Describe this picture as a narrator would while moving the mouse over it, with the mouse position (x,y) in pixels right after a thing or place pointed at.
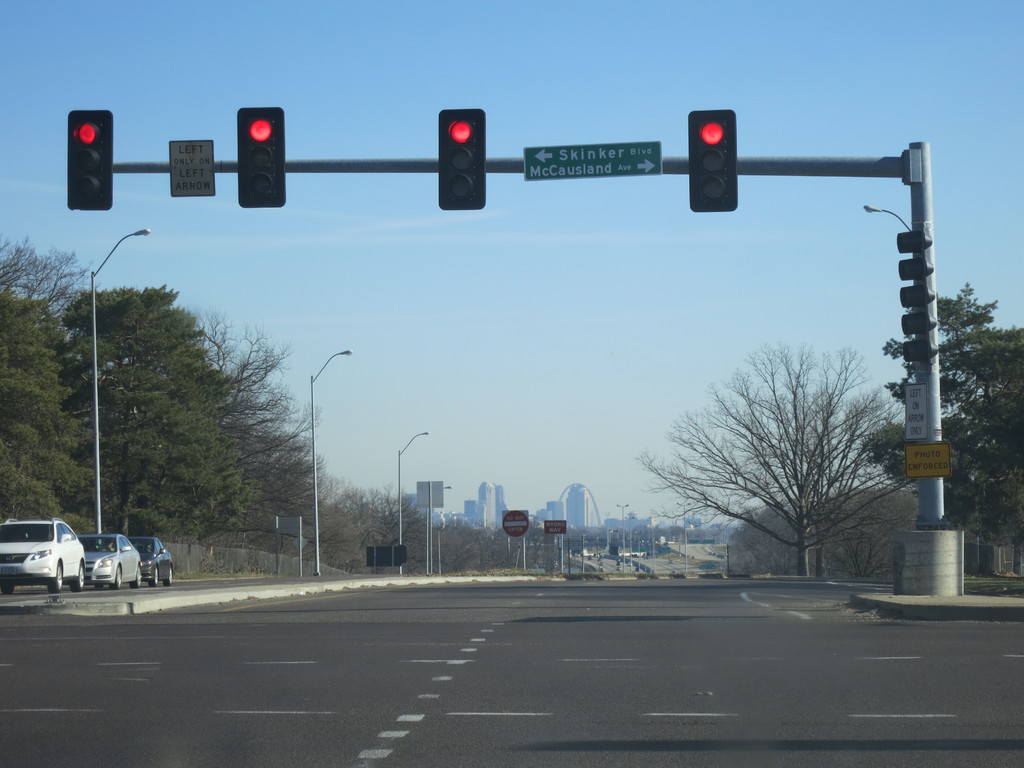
In the image there is a road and beside the road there are traffic signals (715,159), all the signals (69,138) are showing red light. On the left side (136,545) there are three cars (125,551) and beside the cars (21,556) there are plenty trees (783,396) around the road (779,579). In the background (562,514) there are some buildings (596,507).
